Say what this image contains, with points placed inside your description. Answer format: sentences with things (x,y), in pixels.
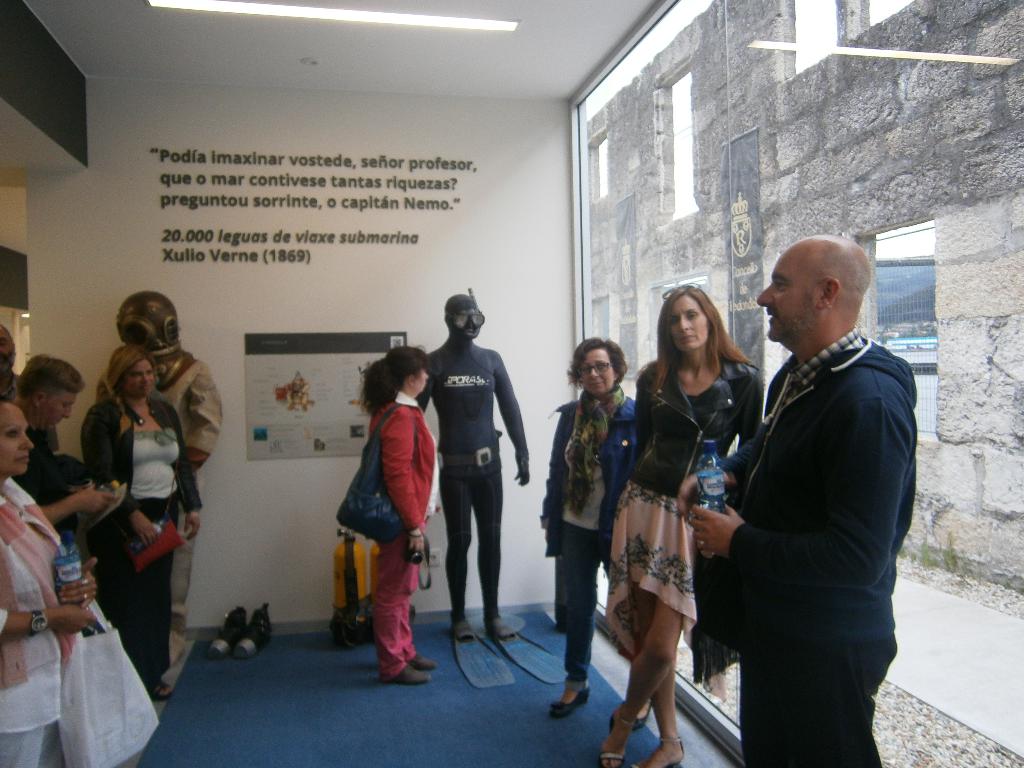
In this image there are group of persons (139,471) standing. On the right (764,511) there is a man (780,544) standing and holding a bottle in his hand (715,525) and smiling. On the left side (23,548) there is a woman (20,586) standing and holding a bottle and a packet (85,666) in her hand (56,620). In the background (244,204) there are statues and there is some text (281,205) written on the wall (281,241). On the right side (774,206) there is a glass (763,231) and behind the glass (821,232) there is a wall (790,234) and there is water (923,381) and on the ground (255,664) in the center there is an object (244,638) which is black in colour.
